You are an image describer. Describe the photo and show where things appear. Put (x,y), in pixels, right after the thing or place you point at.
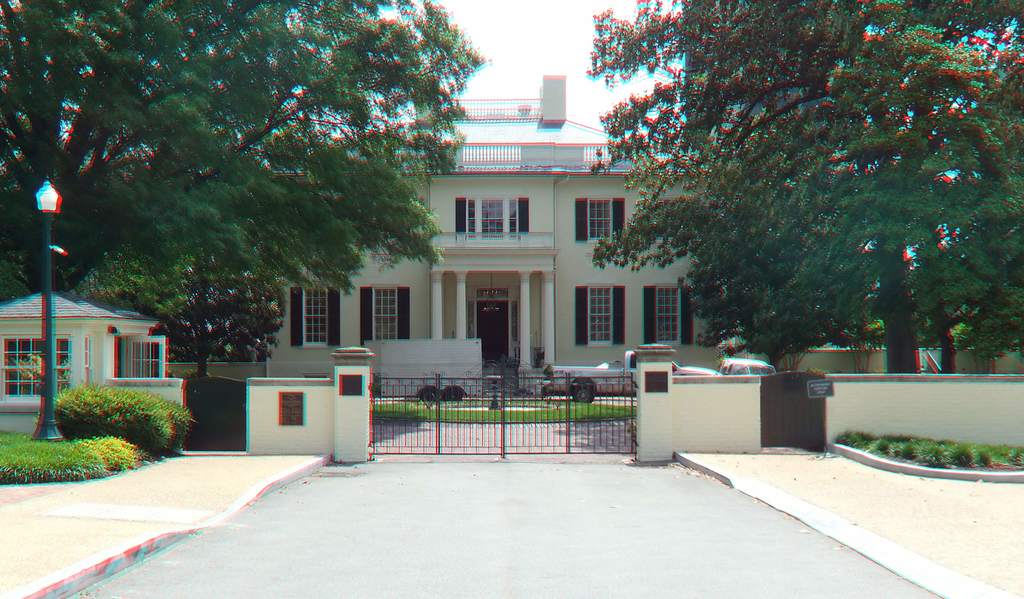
This picture is clicked outside. On the left (148,396) we can see the plants (70,462) and a light (54,211) attached to the pole (48,331). In the center (598,321) there is a building (496,346), metal gate (438,402), green grass (527,419), some vehicles (609,376), staircase (510,369), windows (373,313), pillars (529,301) and trees (411,56). In the background (483,39) there is a sky (551,39).
